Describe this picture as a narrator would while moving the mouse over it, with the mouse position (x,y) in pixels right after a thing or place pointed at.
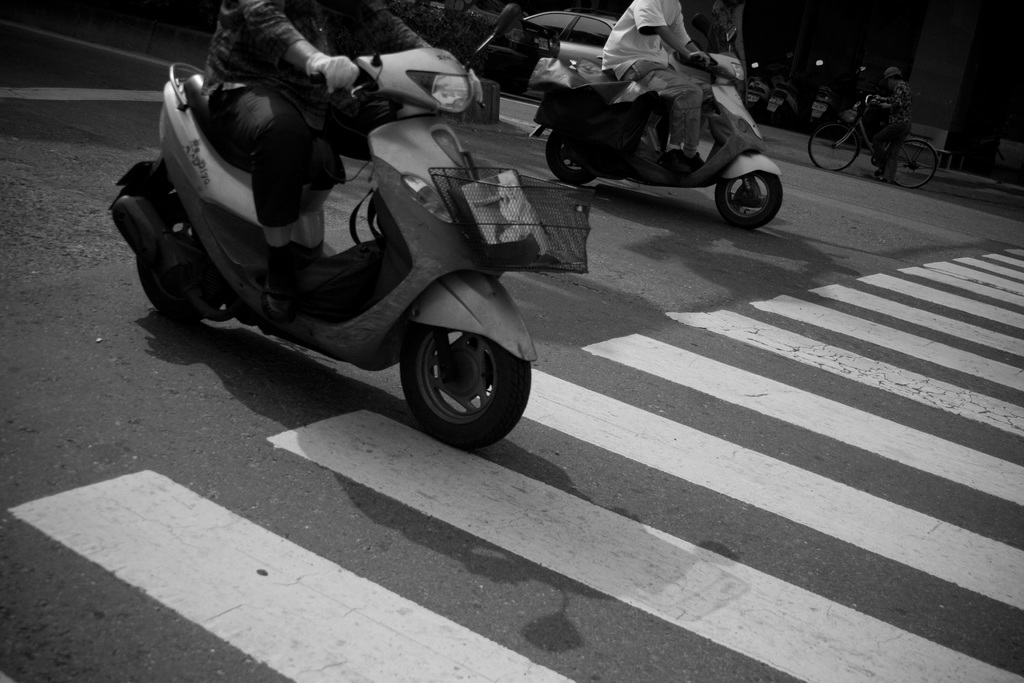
These two persons (295,178) riding bike (576,196). This person (906,120) holding bicycle (831,166). This is road (577,540). This is car (597,55).
